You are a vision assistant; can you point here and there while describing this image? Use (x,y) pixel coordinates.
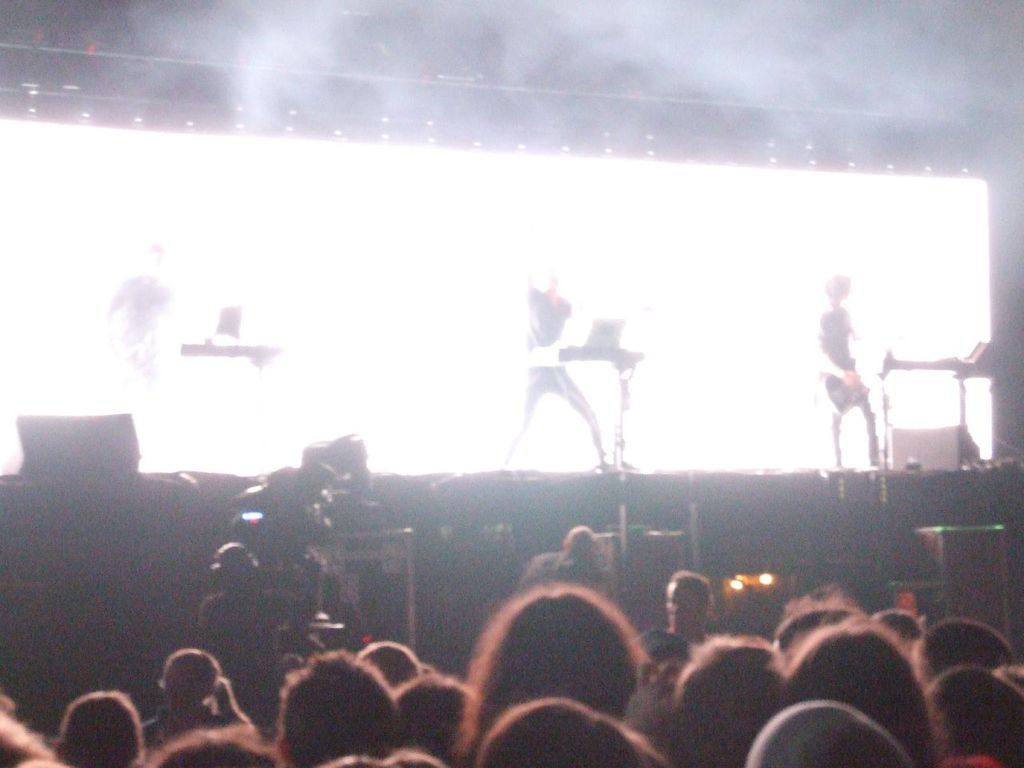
In this image in the front (515,684) there are persons (535,658). In the background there are musicians (571,387) performing on the stage (513,517) and in the center (358,484) there are cameras (307,523) and on the top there are lights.
